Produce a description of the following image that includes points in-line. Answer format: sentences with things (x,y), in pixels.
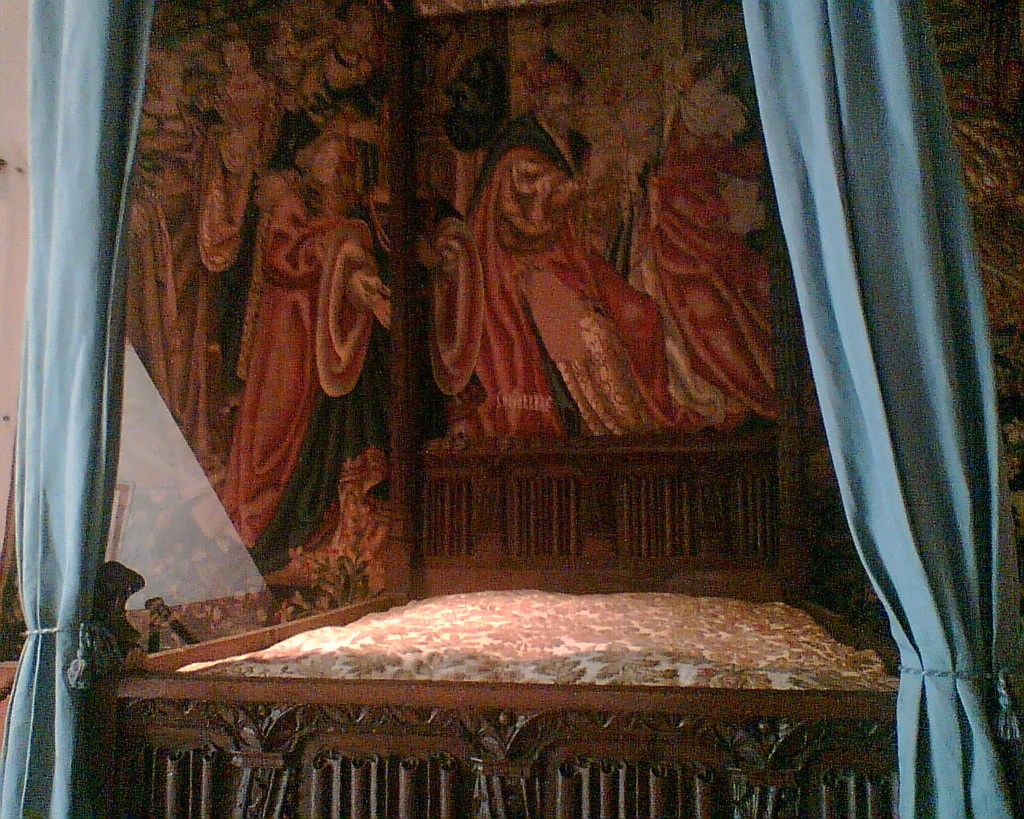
In the picture I can see a bed (568,661) which has mattress (620,656) on it. I can also see blue color curtains (899,362). In the background (228,298) I can see painting (546,263) of people (344,358) and some other things (248,256) on the wall (248,256).
